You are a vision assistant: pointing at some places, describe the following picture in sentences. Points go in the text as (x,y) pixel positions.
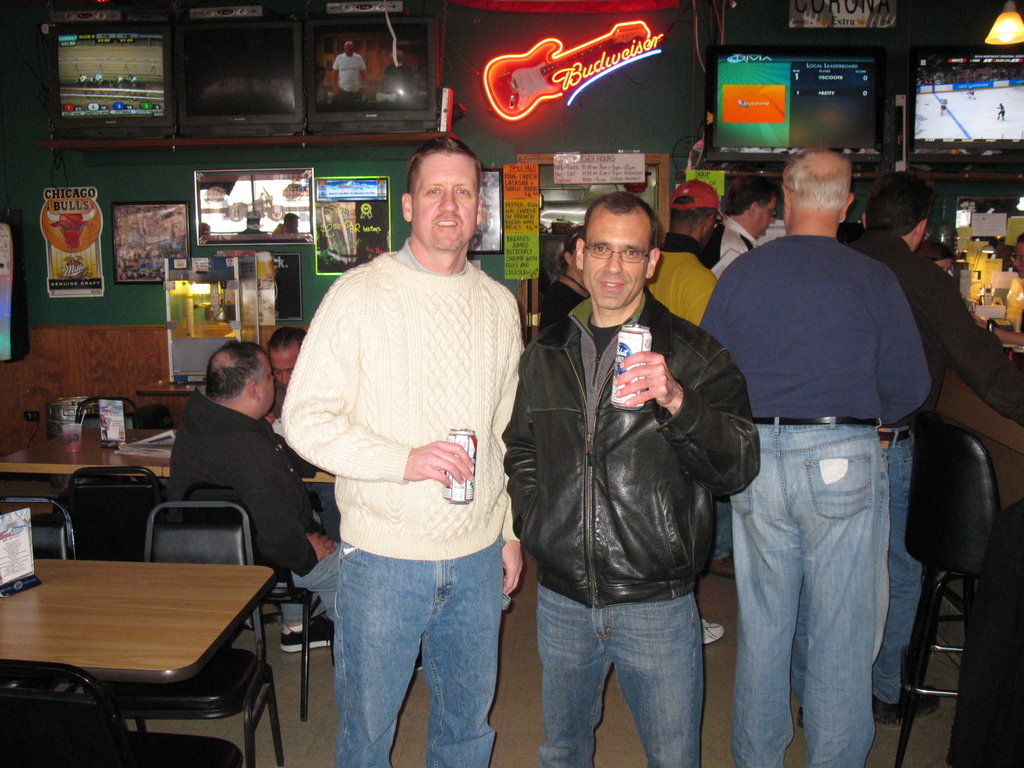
This image is clicked in a restaurant (190,159). There are many people (596,633) in this image. In the front (552,488), the men (551,417) standing are holding things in their hands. To the left (177,666), there is a table (65,655) along with chair (211,689). In the background (208,246), there is a wall (181,180) in green color. On which there are many frames (324,221) attached and there is a rack (346,140) on which TVs (322,47) are placed.
